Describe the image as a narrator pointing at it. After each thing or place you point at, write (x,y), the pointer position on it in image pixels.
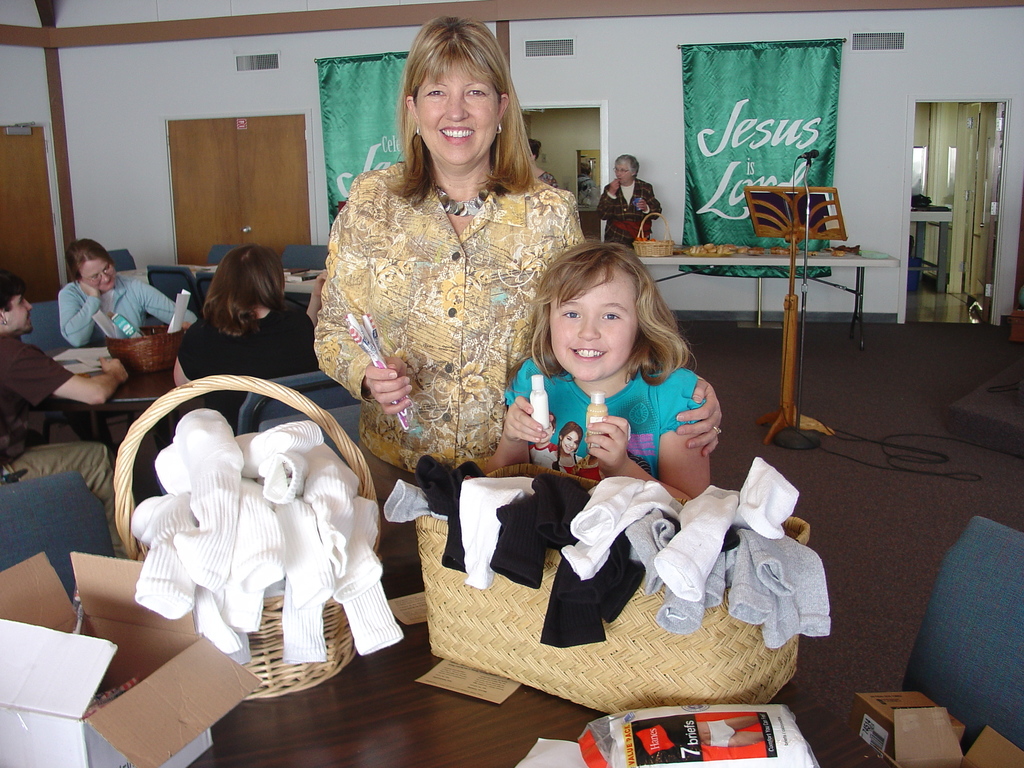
in the picture we can see many persons (436,294) and a table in front of them and a person (445,154) standing with the small kid (578,346) beside her, here we can see a banner (746,272) on the wall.
